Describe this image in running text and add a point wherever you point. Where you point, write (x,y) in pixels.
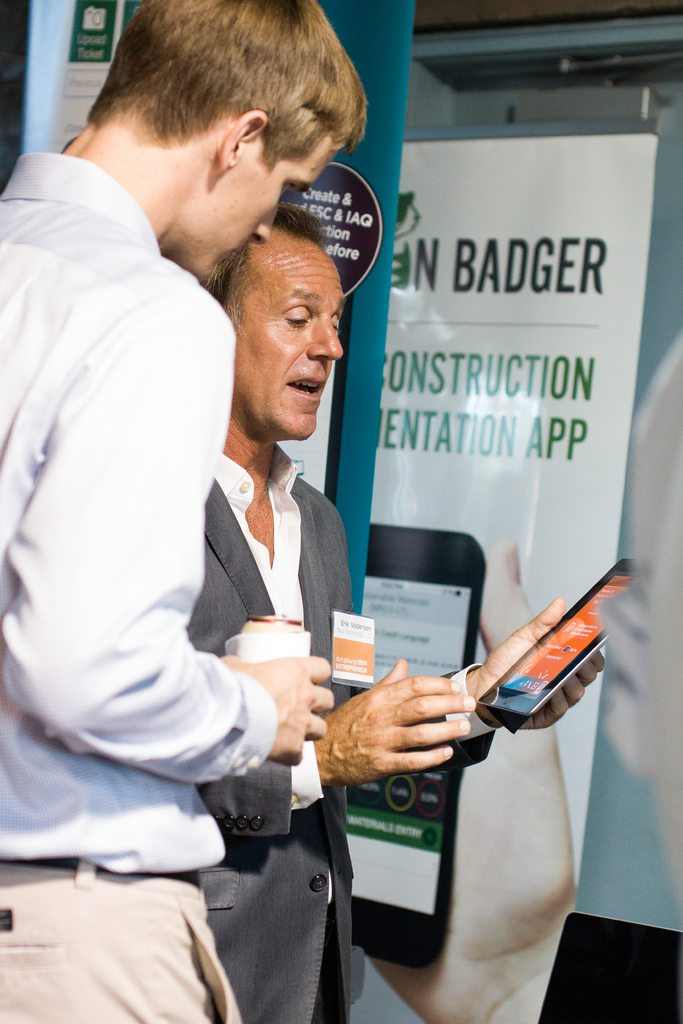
This image consists of two persons (267,820). On the left (90,527), the man (103,711) is wearing a white shirt (142,839). Beside him, the man (278,767) is wearing a suit (291,944) and holding a tablet (558,628) in his hand (506,663). In the background (471,280), there are banners (575,580).
